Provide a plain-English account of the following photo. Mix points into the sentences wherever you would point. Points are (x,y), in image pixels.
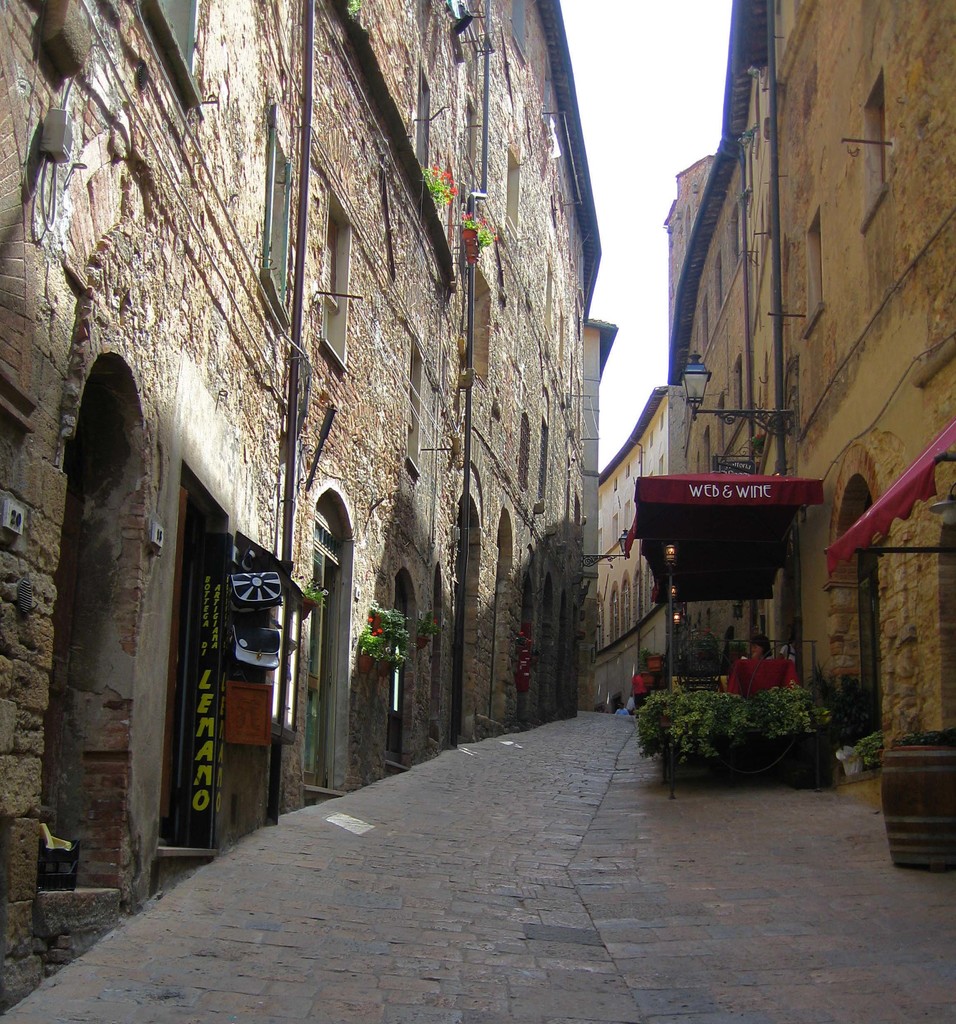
In this image I can see a path (558,846) and both side of this I can see number of buildings (522,383). I can also see few plants (717,695), a board (204,802), few lights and a red colour thing (696,496). I can also see, on this board (206,605) and on this something is written.
